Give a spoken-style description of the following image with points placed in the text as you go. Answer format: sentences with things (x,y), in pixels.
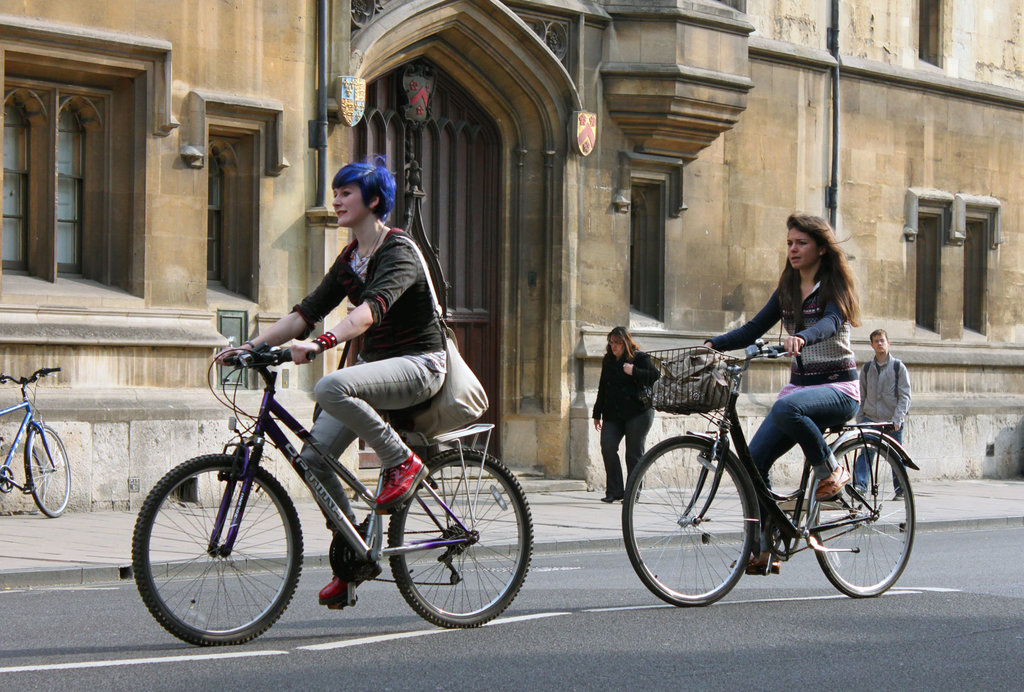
Two woman (777,314) are riding a bicycles (727,427) on the road (517,635) and two people (637,446) are walking on the footpath (564,528) on the other side of the road (429,655). One bicycle (58,513) is kept aside in front of the big building (935,308) and one big door (489,244) is present there and some windows (977,313) too.
